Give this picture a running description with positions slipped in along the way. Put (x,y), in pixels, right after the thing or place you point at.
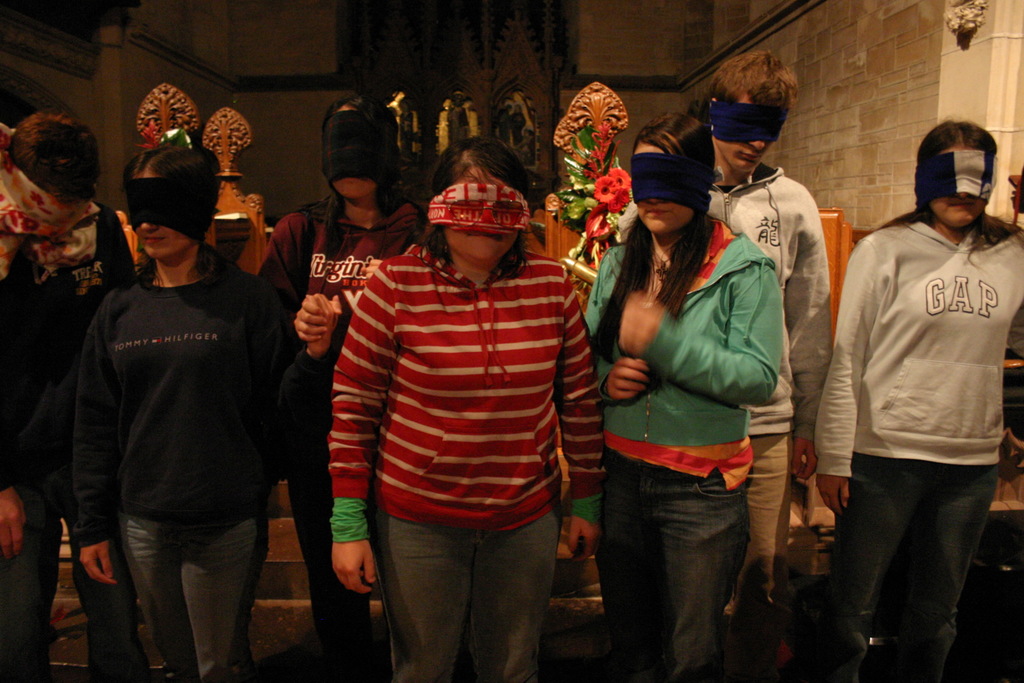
In this image there are some persons (525,342) standing and covered their eyes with some clothes (361,145) as we can see in middle of this image (504,387) and there is a wall (246,103) in the background (270,78).
